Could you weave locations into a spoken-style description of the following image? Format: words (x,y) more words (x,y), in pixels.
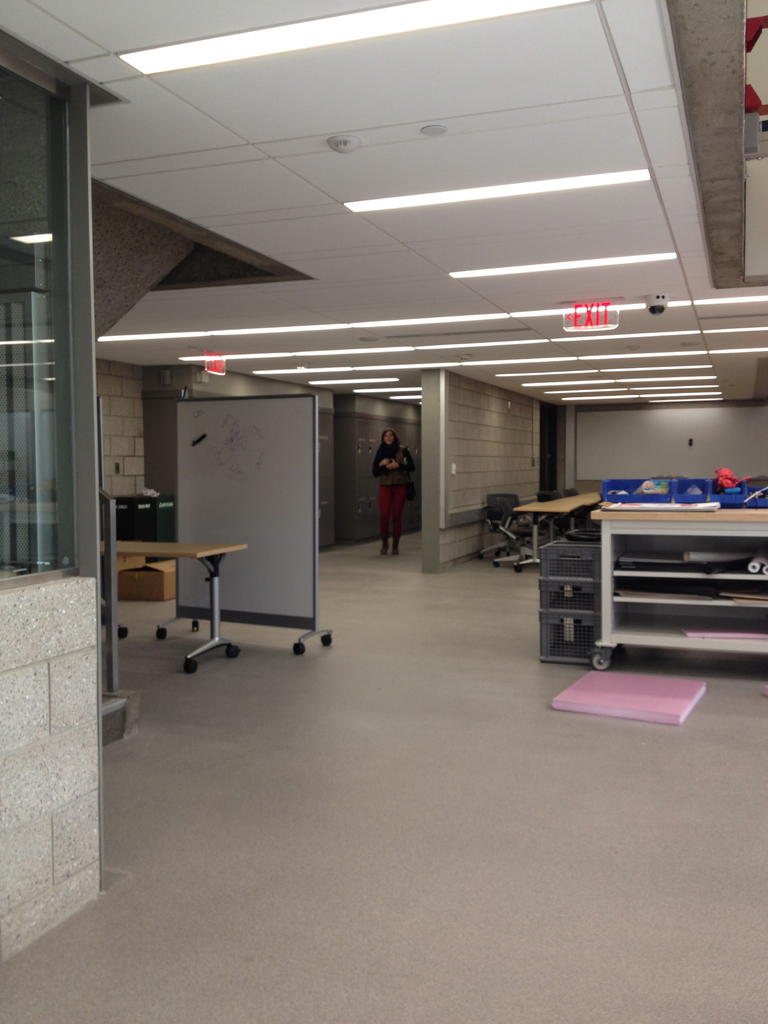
In this picture we can see a table (136,545). There are sign boards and some lights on top (603,336). We can see a few objects (665,495) on the table (678,638) on the right side (756,500). There are some chairs (512,516) and a table (561,501) at the back (563,501). We can see a glass (8,514) on the left side (38,574). There is a woman (406,467) and lockers (339,422) in the background (394,438).
